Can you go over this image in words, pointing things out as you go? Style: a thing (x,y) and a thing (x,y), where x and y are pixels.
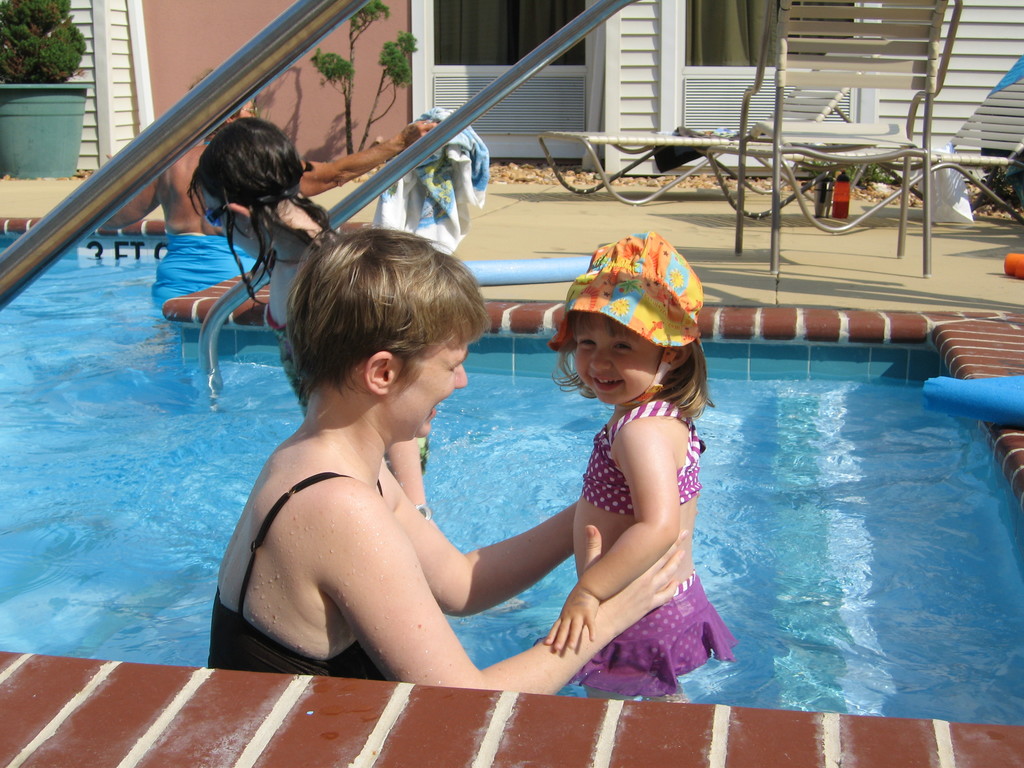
In this image I can see four people (441,362) in a swimming pool (496,404). I can see two metal rods (265,277) coming out of the pool (261,363) for support. I can see some chairs (842,141) and some relaxing benches (874,144) at the pool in the top right corner (856,155). I can some doors (483,23) and potted plants (15,49) at the top of the image (556,70).
